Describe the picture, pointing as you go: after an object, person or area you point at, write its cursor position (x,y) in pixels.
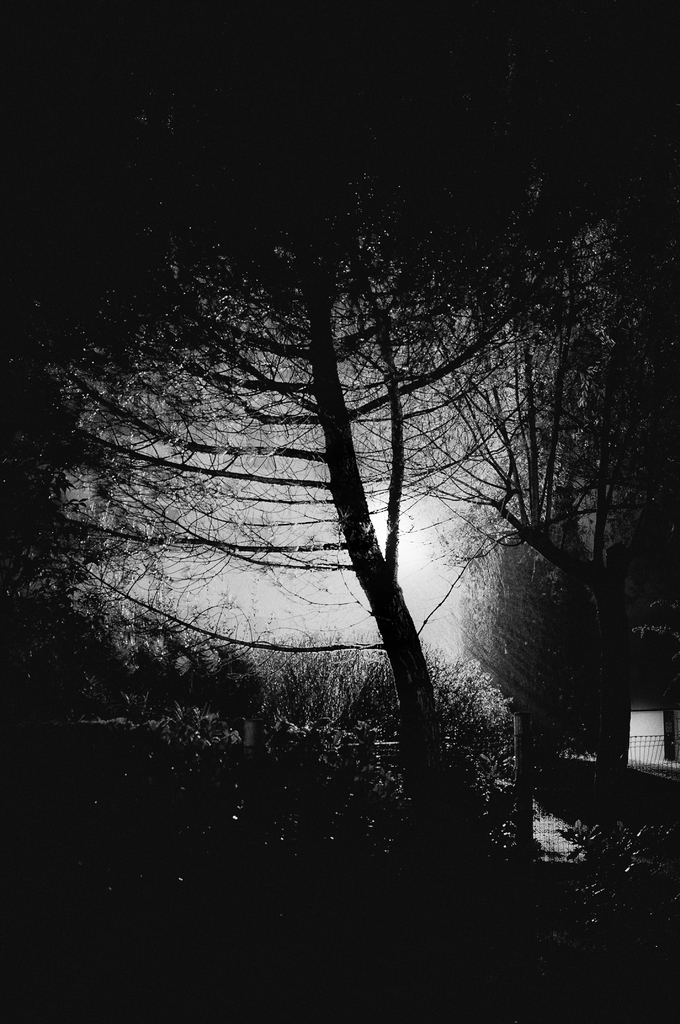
This is a black and white image. I can see the trees (417,702) with branches (499,291) and leaves (461,676). I think these are the plants (579,820). On the right side of the image (558,833), these look like the iron grilles (555,810).
